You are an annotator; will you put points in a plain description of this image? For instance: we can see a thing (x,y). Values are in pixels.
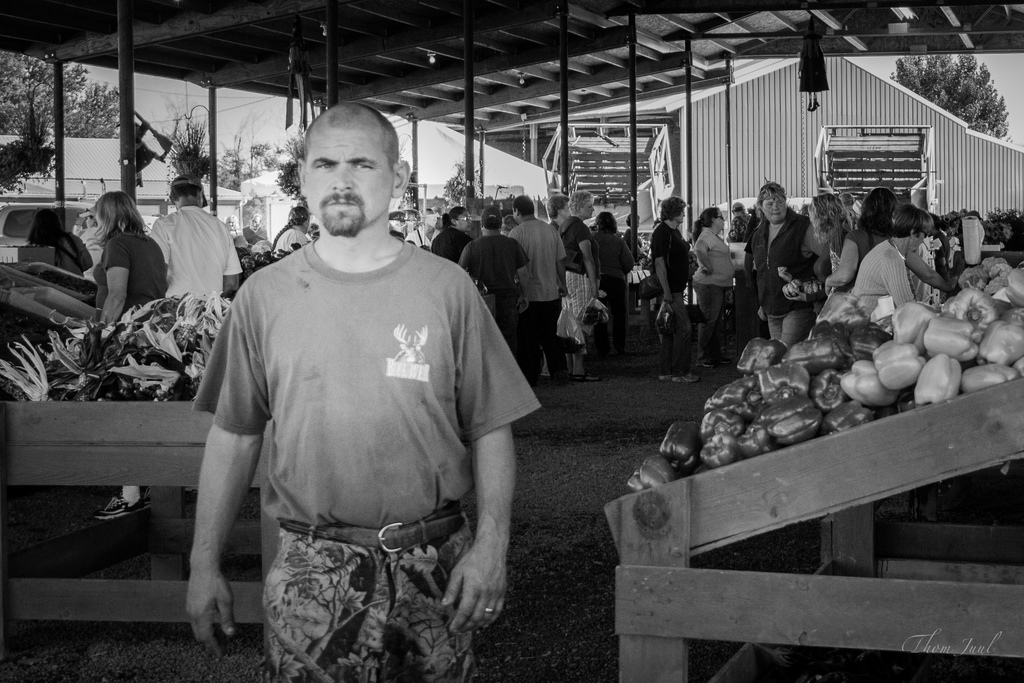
This is a black and white image. There are groups of people (564,273) standing. These are the capsicums (772,368) and other vegetables (184,333) in the trays (166,414). I can see the trees (265,163). This looks like a tent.
